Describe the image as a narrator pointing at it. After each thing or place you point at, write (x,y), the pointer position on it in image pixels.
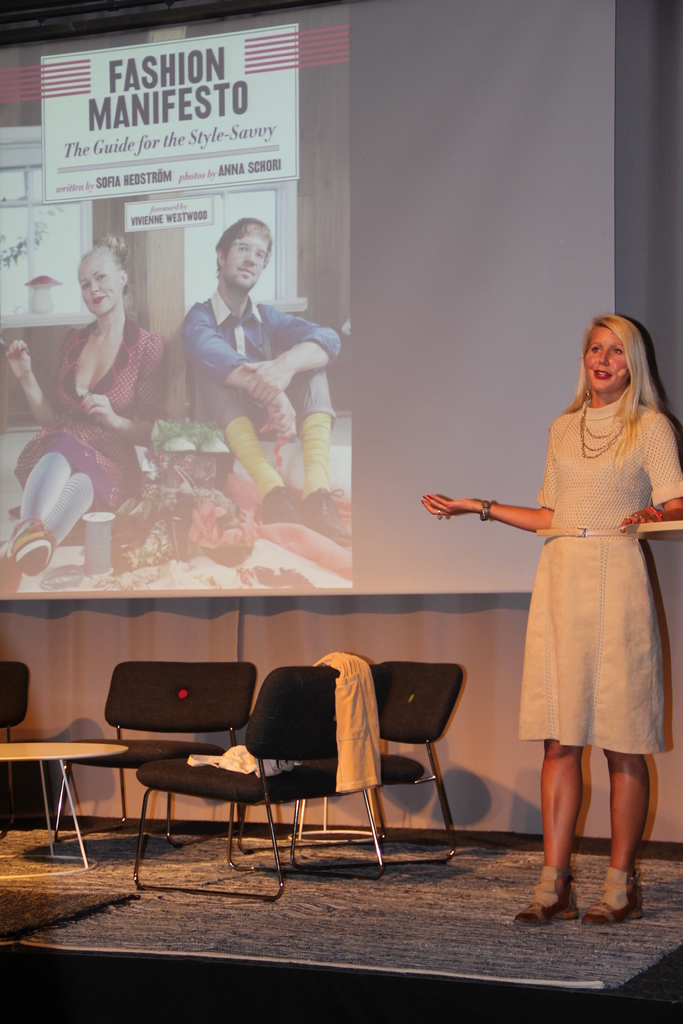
This is a picture from presentation. On the right (618,903) there is a woman (649,441) standing and speaking. On the center of the image (247,673) there are chairs (451,709). On the left (74,752) there is a table (86,746). On the top left (114,156) there is a screen (225,309).
